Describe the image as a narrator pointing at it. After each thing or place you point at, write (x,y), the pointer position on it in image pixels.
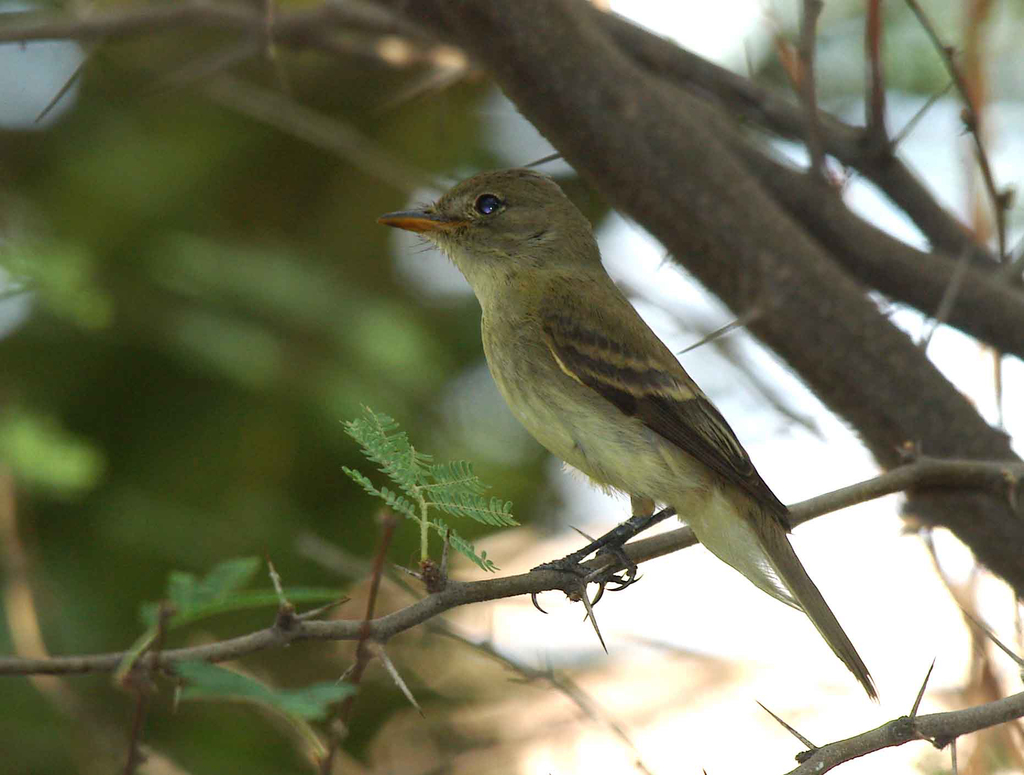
In the image there is a bird (605,544) sitting on the branch (535,573) of a tree (383,532) and the background of the tree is blur.
